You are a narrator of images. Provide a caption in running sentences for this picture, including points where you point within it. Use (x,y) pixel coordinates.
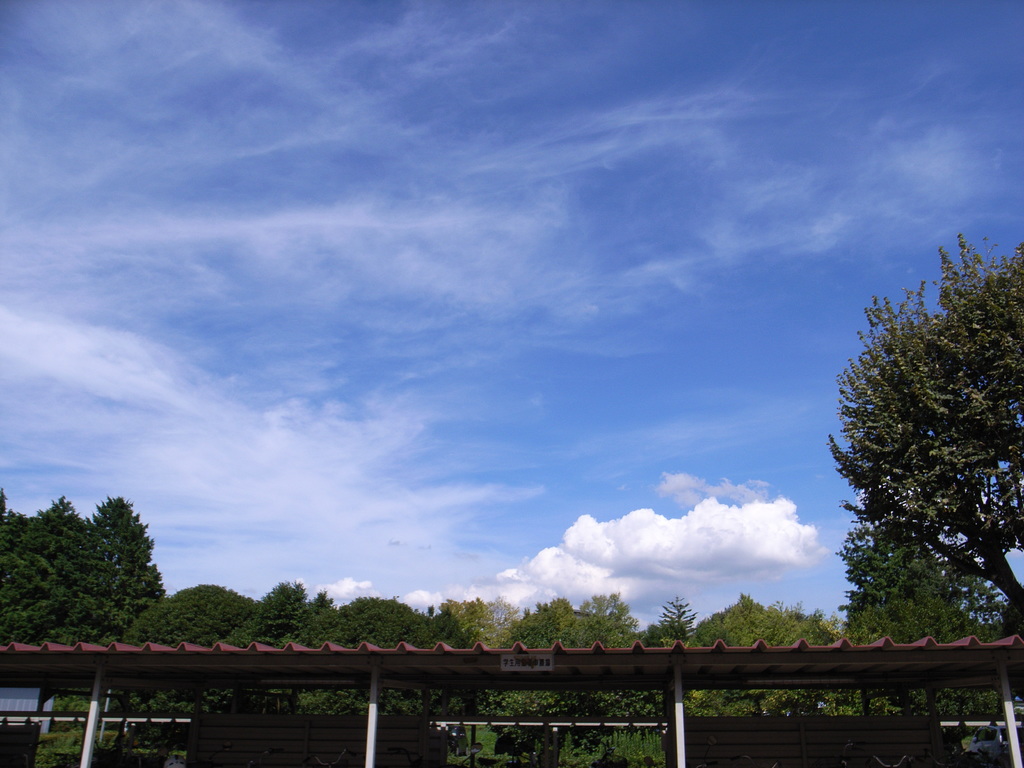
In this picture I can see the roof (383,680) in the foreground (412,666). I can see trees (381,635) in the background (325,616). I can see clouds (404,467) in the sky (353,337).
